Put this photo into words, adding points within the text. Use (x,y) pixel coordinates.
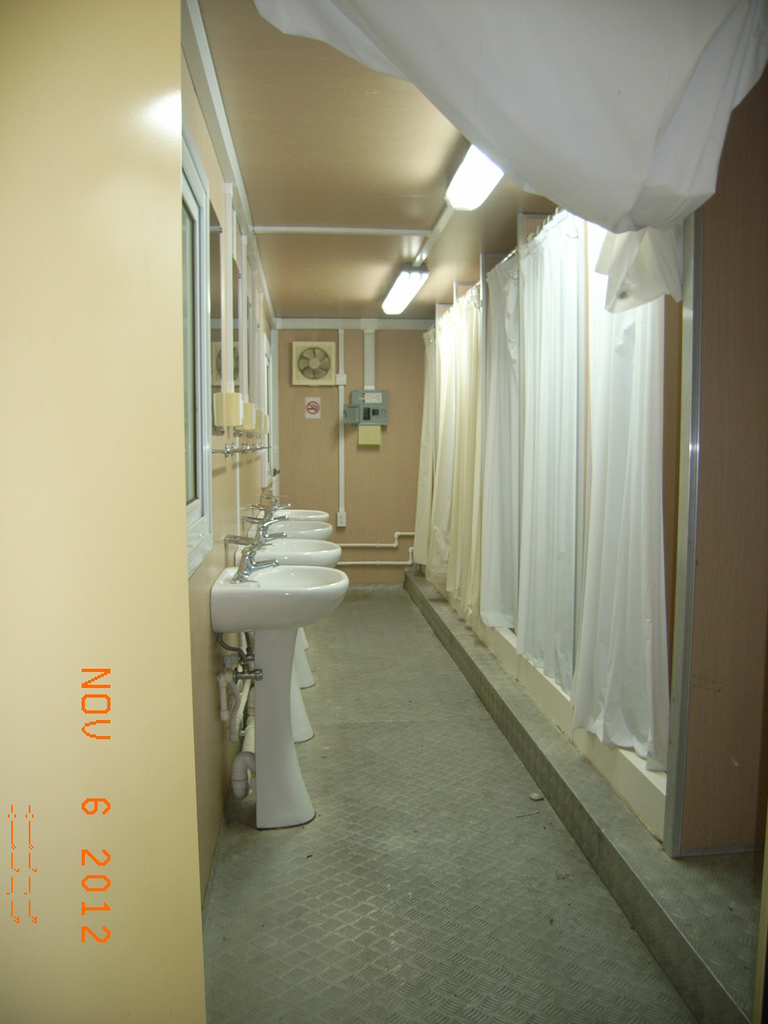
In this image there are sinks (281,548) and curtains (494,473). At the top (470,206) there are lights (477,184). On the left (252,386) there are mirrors (221,340) placed on the wall (253,504).
